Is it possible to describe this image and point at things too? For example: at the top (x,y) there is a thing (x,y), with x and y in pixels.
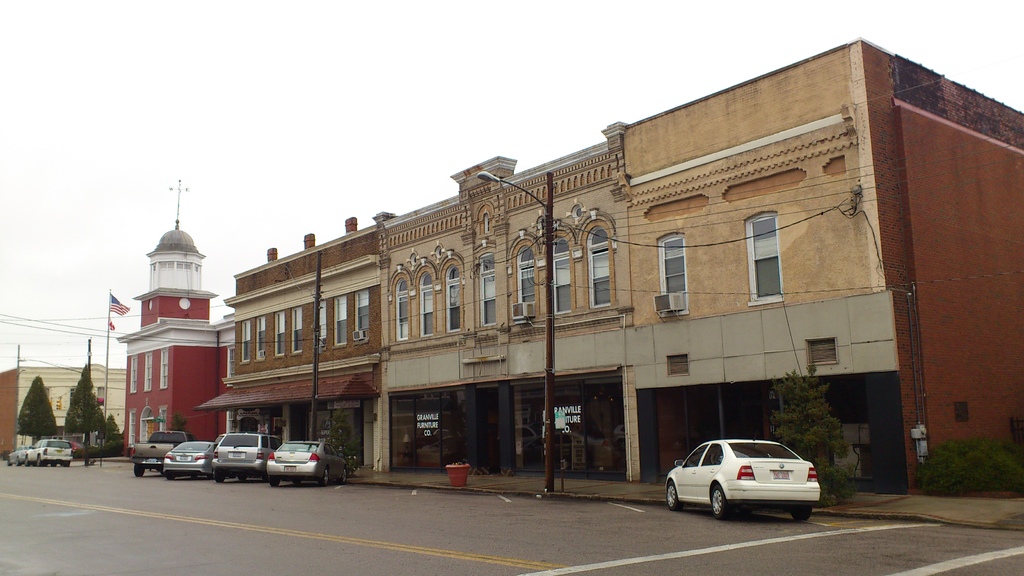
In this picture there is a building (508,265). In front of the building (593,457) we can see many cars (720,463), street lights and electric pole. On the right (1005,449) we can see plants (974,455). On the left (73,416) we can see trees (84,424) and flag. Here we can see dome (189,241). On the top (425,84) there is a sky (374,45). Here we can see electric pole (549,299) and wires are connected to it. On the bottom (359,534) there is a road (275,534).
